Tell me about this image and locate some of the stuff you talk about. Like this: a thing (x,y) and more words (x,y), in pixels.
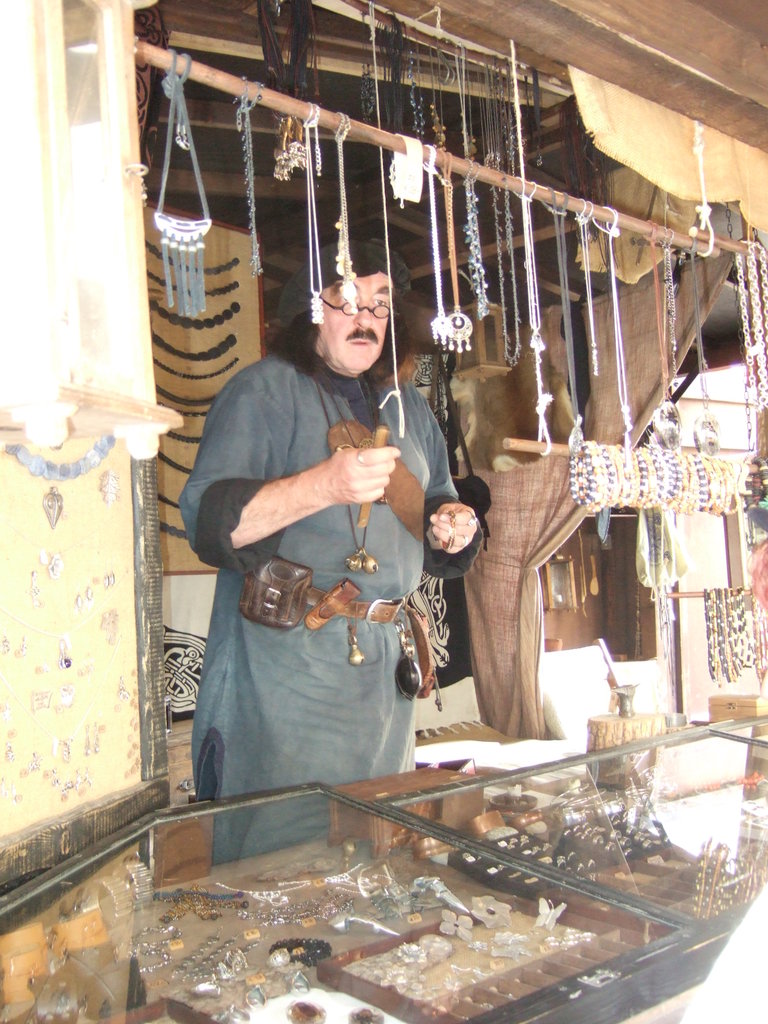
In this image I can see a man (335,525) is standing and holding some object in the hand (335,459). Here I can see a glass table (565,875). In the table (396,918) I can see some objects (457,901). I can also see some objects (391,290) hanging to a stick (469,170).
